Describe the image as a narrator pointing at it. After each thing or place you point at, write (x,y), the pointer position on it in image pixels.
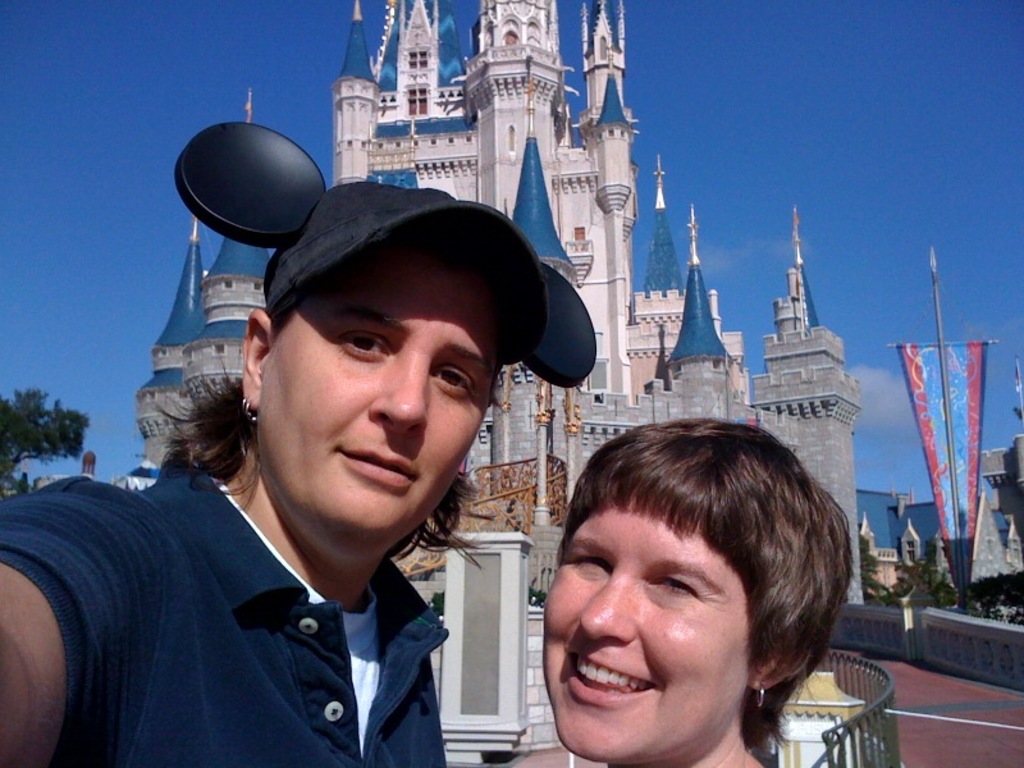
In this picture we can see two women (412,691), behind we can see building (640,294) and trees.
